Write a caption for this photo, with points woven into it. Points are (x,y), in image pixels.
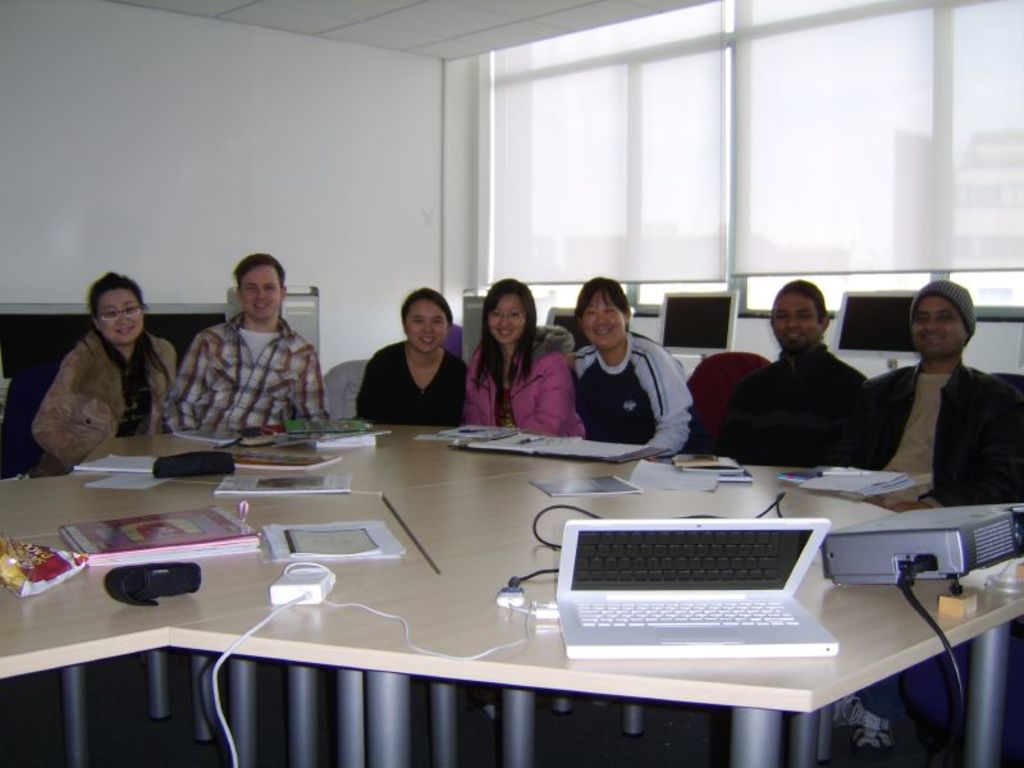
This is an inside view. In this image I can see few people (527,403) are sitting on the chairs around the table (643,493). On this table (438,597) I can see a laptop (662,606), few papers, books (216,526) and a device (955,536). In the background (294,139) there is a wall (456,125). Everyone are smiling and looking at the picture. At the back of this person's (624,351) there are some monitors (722,332).
